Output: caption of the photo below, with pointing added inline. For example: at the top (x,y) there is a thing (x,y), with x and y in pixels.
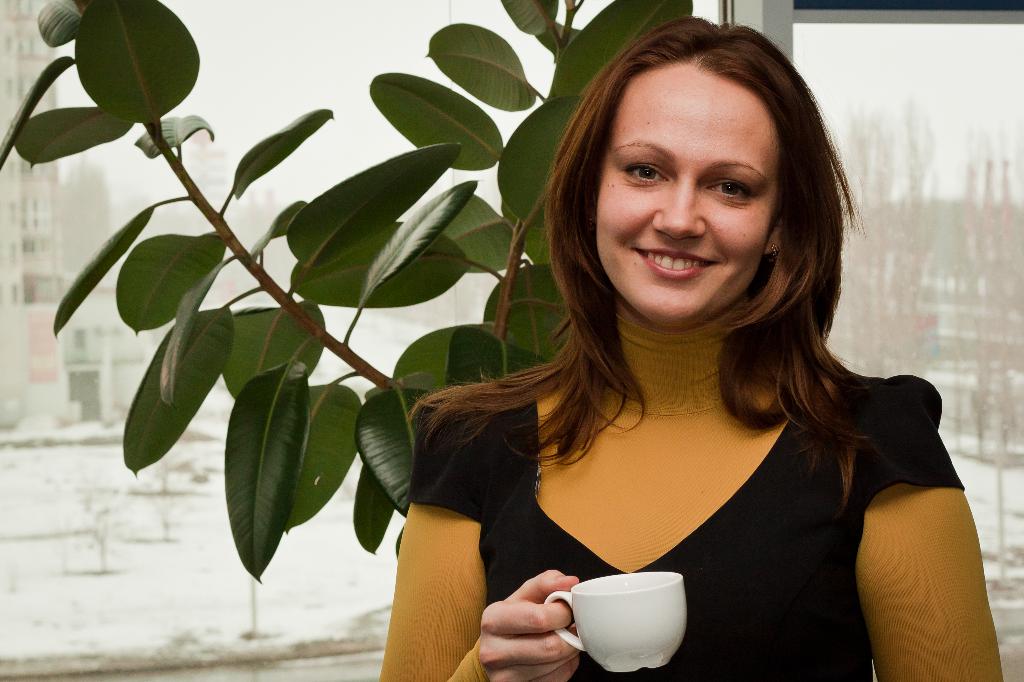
In this image i can see a woman (757,500) holding cup (644,603) and smiling at the back ground (471,206) i can see a plant (541,215) and a window (913,122).
